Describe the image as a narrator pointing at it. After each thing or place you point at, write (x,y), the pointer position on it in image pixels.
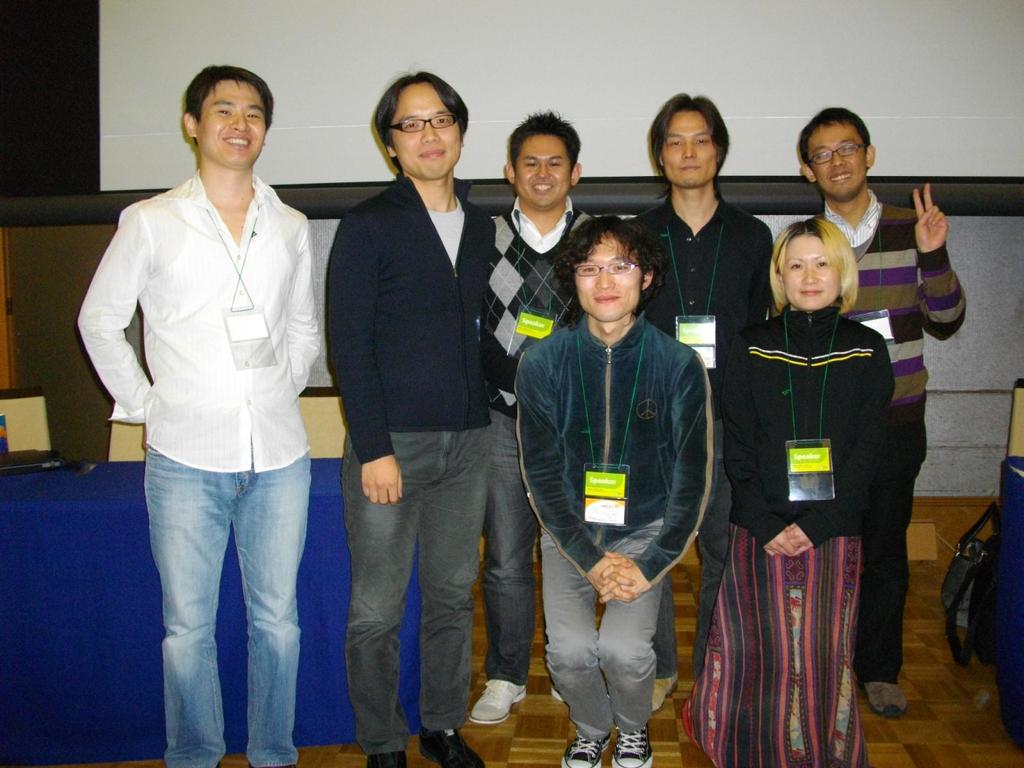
In this image there are group of people (545,405) standing in the middle (470,260) by wearing the id cards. Behind them, it looks like a screen (197,35). On the left side (26,543) there is a table (64,477) on which there are laptops (28,458). On the floor (922,605) there is a bag (953,593).
